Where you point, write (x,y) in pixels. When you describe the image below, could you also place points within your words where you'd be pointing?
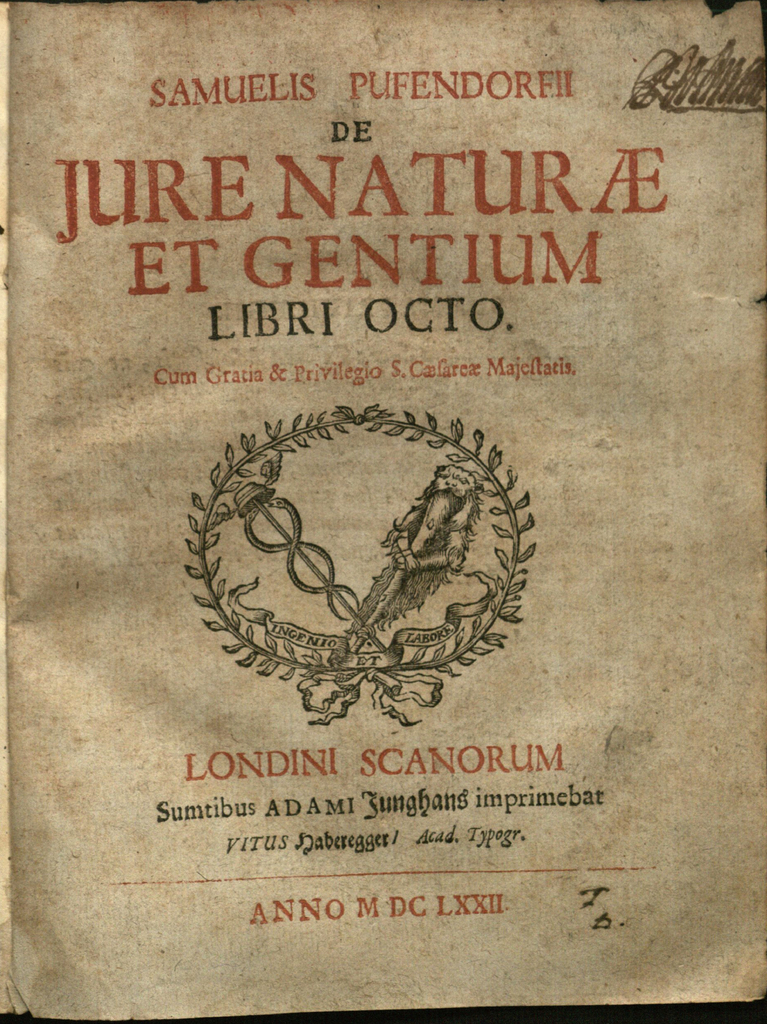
In this image we can see a paper (322,595). On the paper (470,295), we can see some text (462,334) and in the middle (318,560) we can see an image (276,488).
